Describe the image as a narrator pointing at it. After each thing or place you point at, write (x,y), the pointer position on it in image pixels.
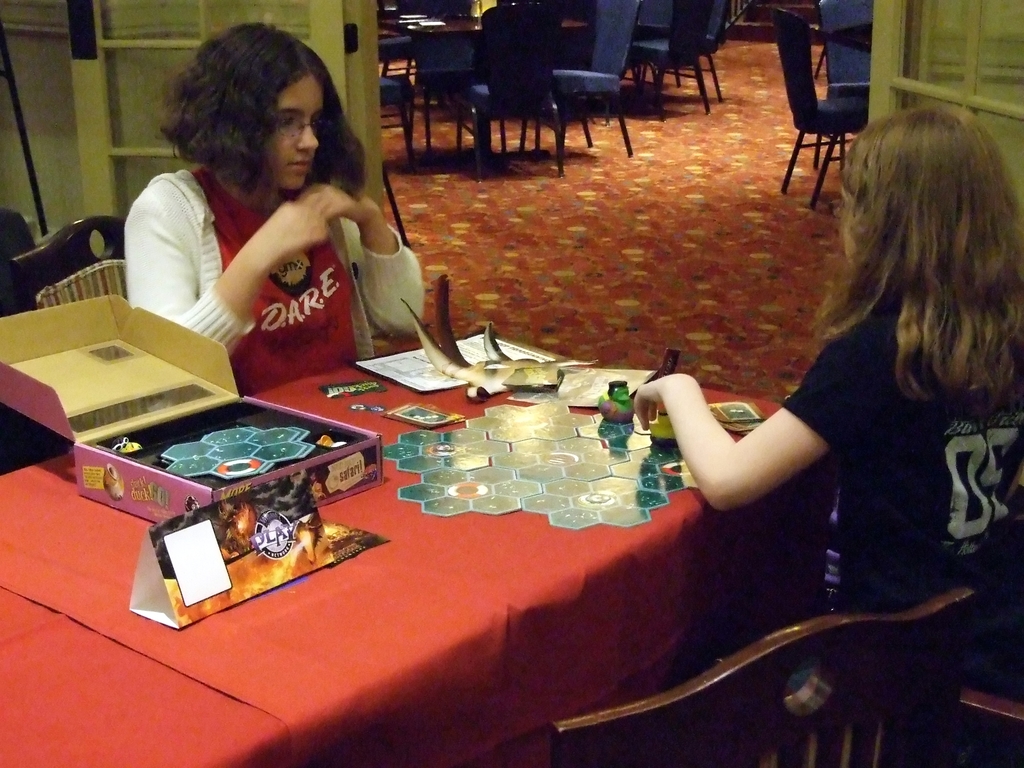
In this image I can see two people (872,542). Among them one person (155,288) is wearing white jacket (388,306). They are sitting in front of the table (239,631). And the table (332,508) covered with red sheet (389,617). On the table (500,542) there is a cardboard box (112,389) and cards (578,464). In the back (470,100) there are many chairs (498,73).
